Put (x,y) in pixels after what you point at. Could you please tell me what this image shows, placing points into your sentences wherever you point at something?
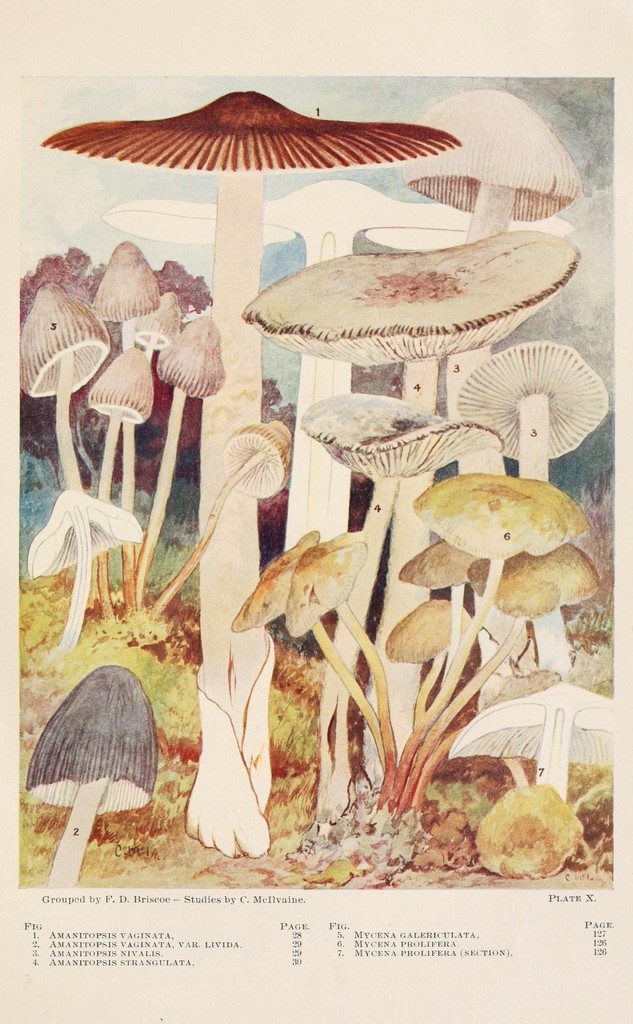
This might be a painting in this image in the center (381,346) there are some mushrooms (228,501) and at the bottom (173,800) there is grass (166,645) and plants (166,645), and at the bottom of the image (166,961) there is a text (374,927).
